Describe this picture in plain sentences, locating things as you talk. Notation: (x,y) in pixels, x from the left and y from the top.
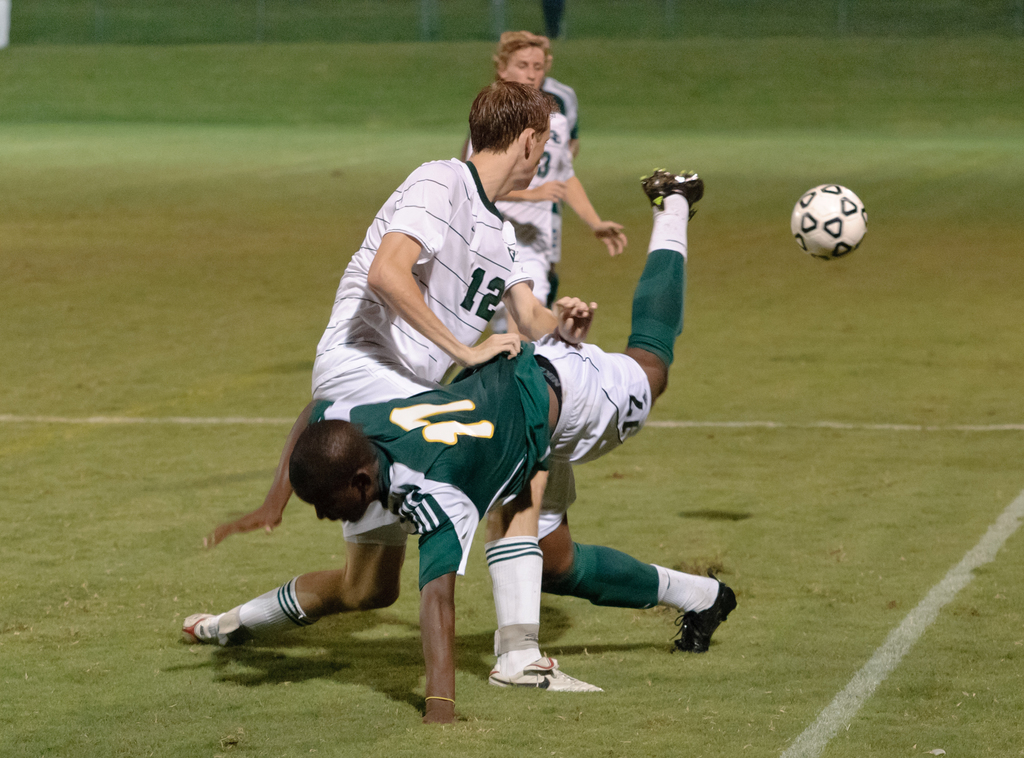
This image is taken outdoors. At the bottom of the image (355,647) there is a ground (877,504) with grass (837,452) on it. In the background (553,161) there is a person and two men (555,140) are running on the ground (593,140) to catch a ball (814,211). In the middle of the image (541,333) a man (654,249) is running and there is another man (430,431).
